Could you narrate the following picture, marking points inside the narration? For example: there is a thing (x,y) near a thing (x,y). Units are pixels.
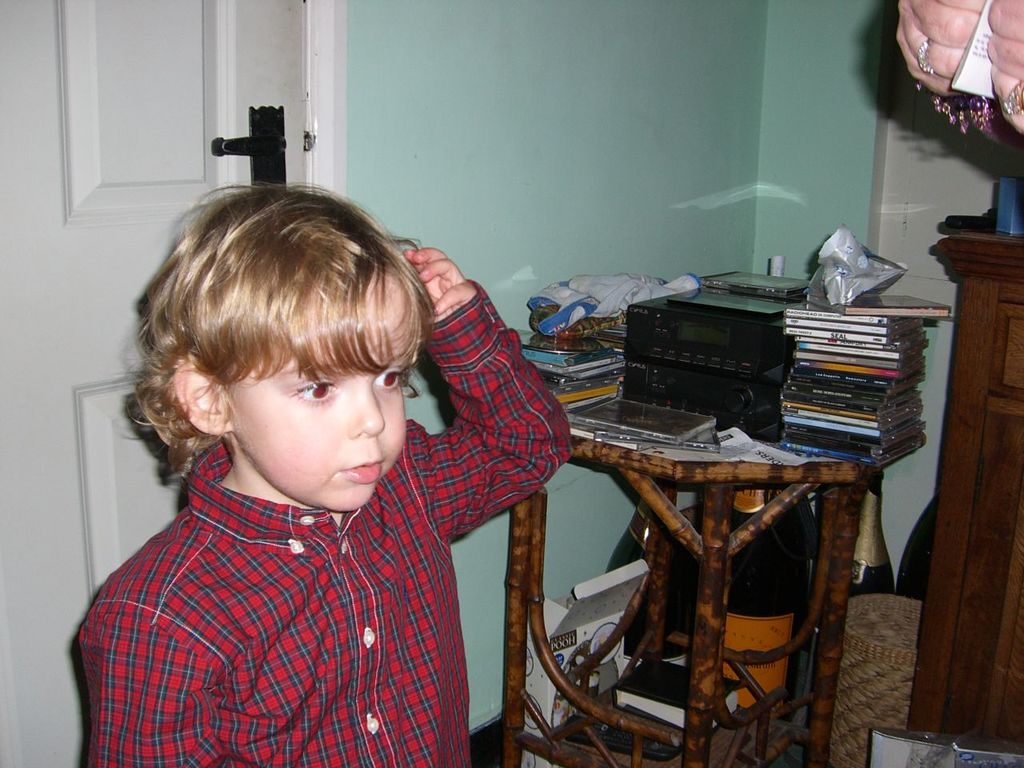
In this image I see a boy (380,459) who is wearing a shirt (331,556) which is colorful and I see the white door (291,31) over here and on this table (765,746) I see many things (690,396) and I see the blue color wall (442,46) and I see the brown wooden thing (946,481) over here and I see a person's hands (914,30) over here and I see a box (575,631) over here and I see the book (647,700) over here.
